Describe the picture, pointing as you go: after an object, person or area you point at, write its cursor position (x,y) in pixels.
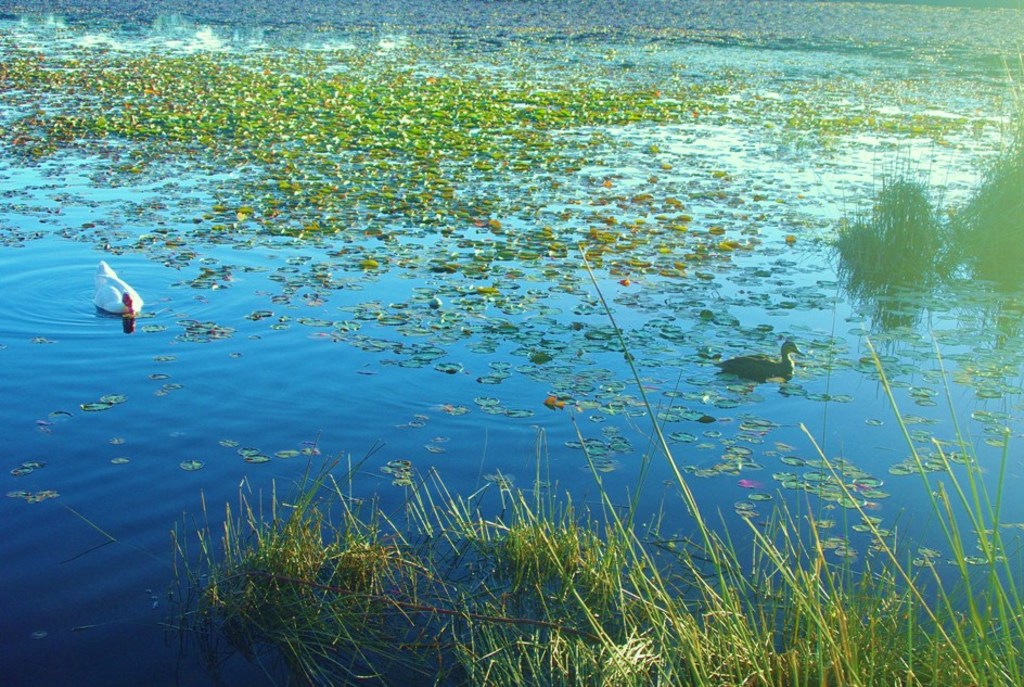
In this picture, we can see birds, leaves (558,406), plants (901,250) on water (632,219).
